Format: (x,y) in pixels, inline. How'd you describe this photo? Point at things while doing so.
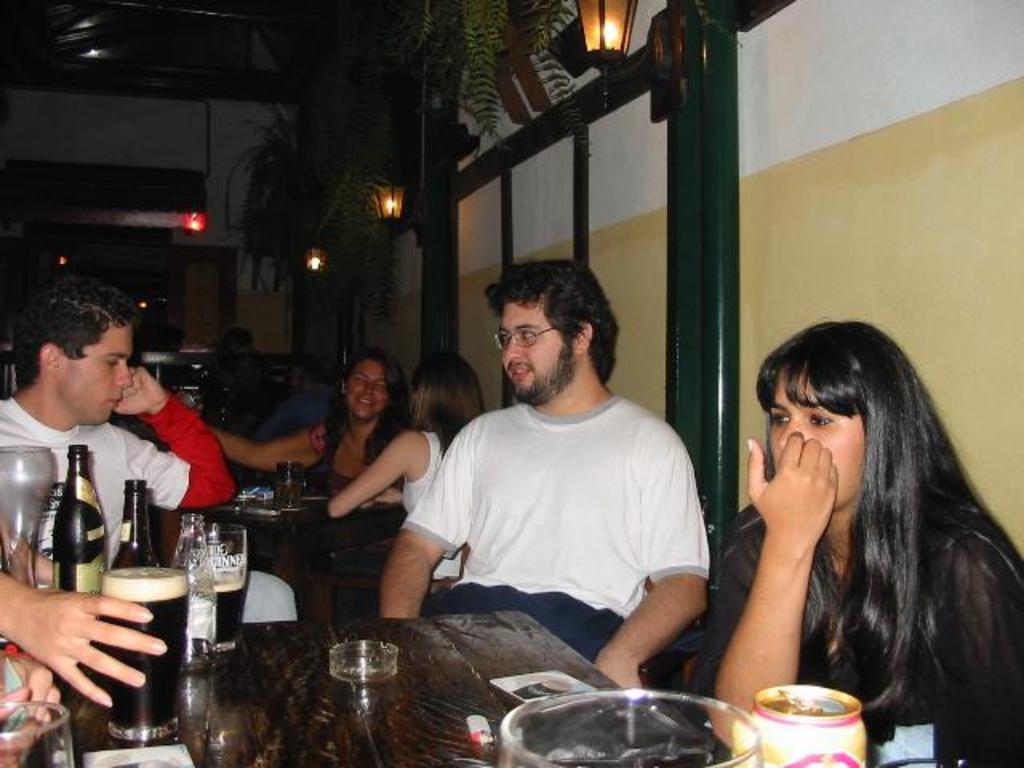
This picture shows a group of people (50,440) seated and we see some glasses (108,649) and beer bottles (62,570) on the table (519,620).
